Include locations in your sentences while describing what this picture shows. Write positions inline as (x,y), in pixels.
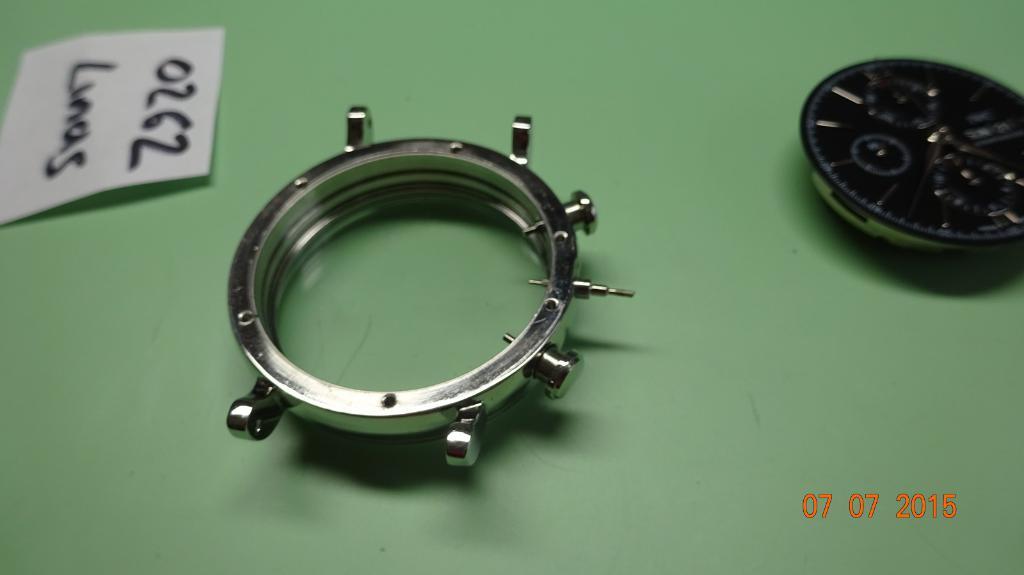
The picture consists of a table (120,264), on the table (52,282) there are parts (882,190) of the watch (364,172). On the left (148,112) there is a paper (135,119), on the paper (96,129) there is text (168,115). In the bottom right corner (868,504) it is date (826,510).
